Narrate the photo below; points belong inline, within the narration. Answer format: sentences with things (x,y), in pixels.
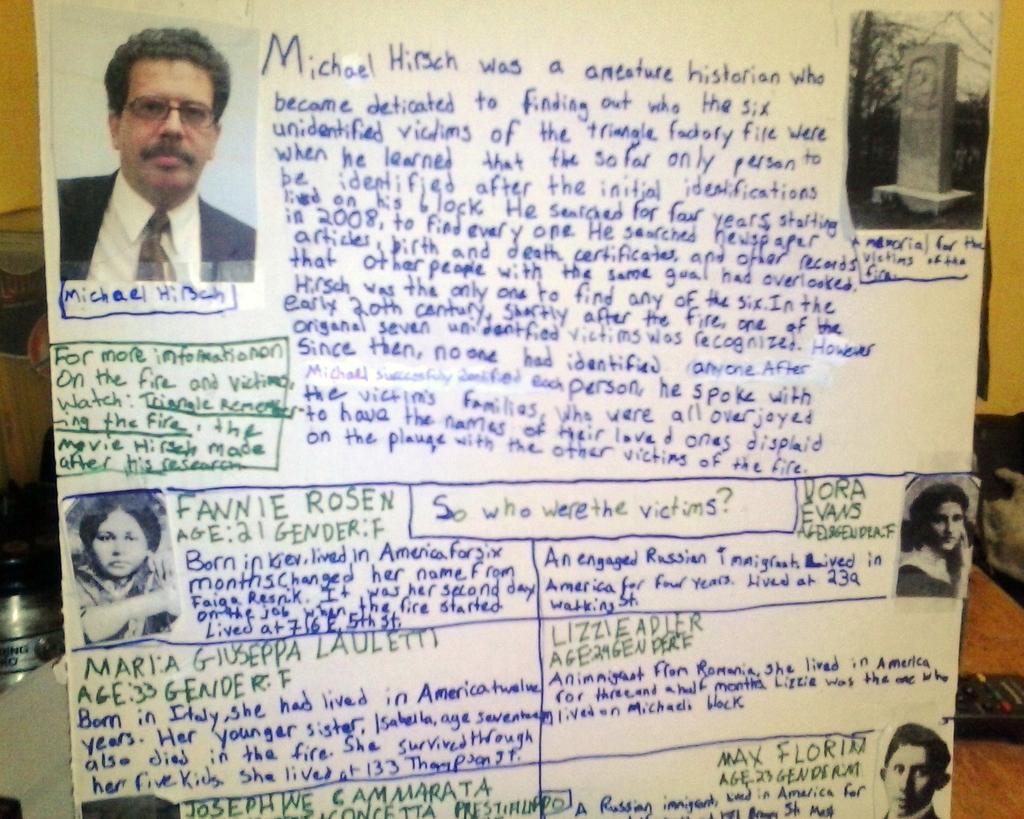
In this image there is a paper (426,632) truncated, there is text (496,384) on the paper (379,390), there are photos (147,628) posted on the paper (436,252), there are photos (164,799) truncated towards the bottom of the image (159,800), the paper (475,751) is truncated towards the bottom of the image (432,775), the paper (415,772) is truncated towards the top of the image (813,11), there are objects (27,449) truncated towards the left of the image (34,416), there are objects (1001,551) truncated towards the right of the image (982,563), at the background of the image (1008,369) there is a wall (998,274) truncated.
